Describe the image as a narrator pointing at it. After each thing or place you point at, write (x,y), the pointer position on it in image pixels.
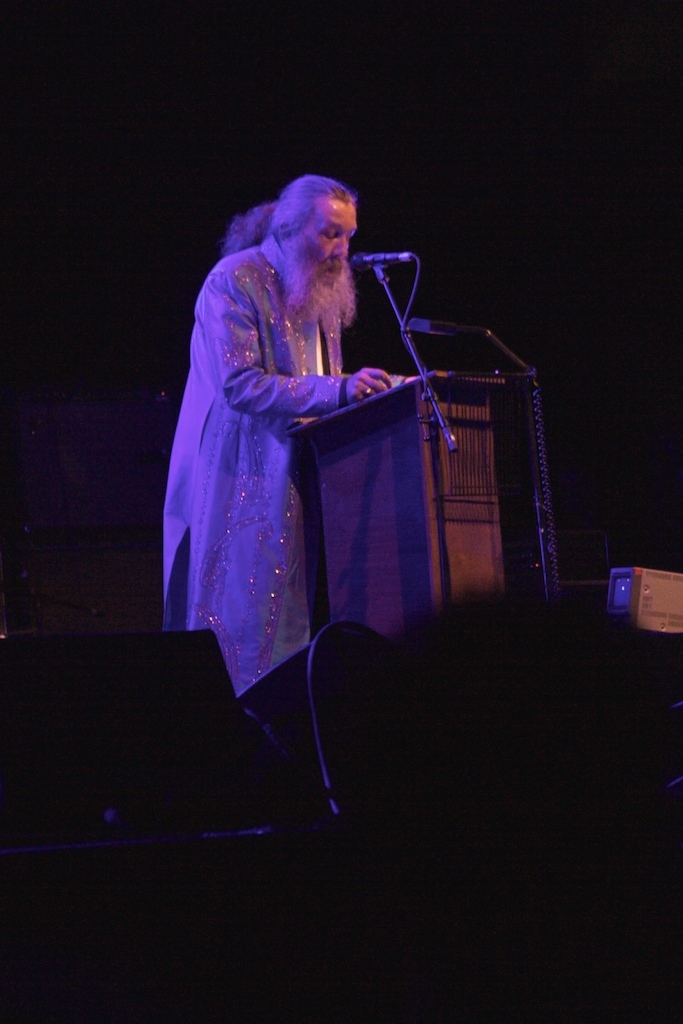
In this image an old man (274,444) is standing beside a podium (377,407). On the podium (481,570) there is a mic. These are the speakers (178,709). The background (648,72) is dark.
